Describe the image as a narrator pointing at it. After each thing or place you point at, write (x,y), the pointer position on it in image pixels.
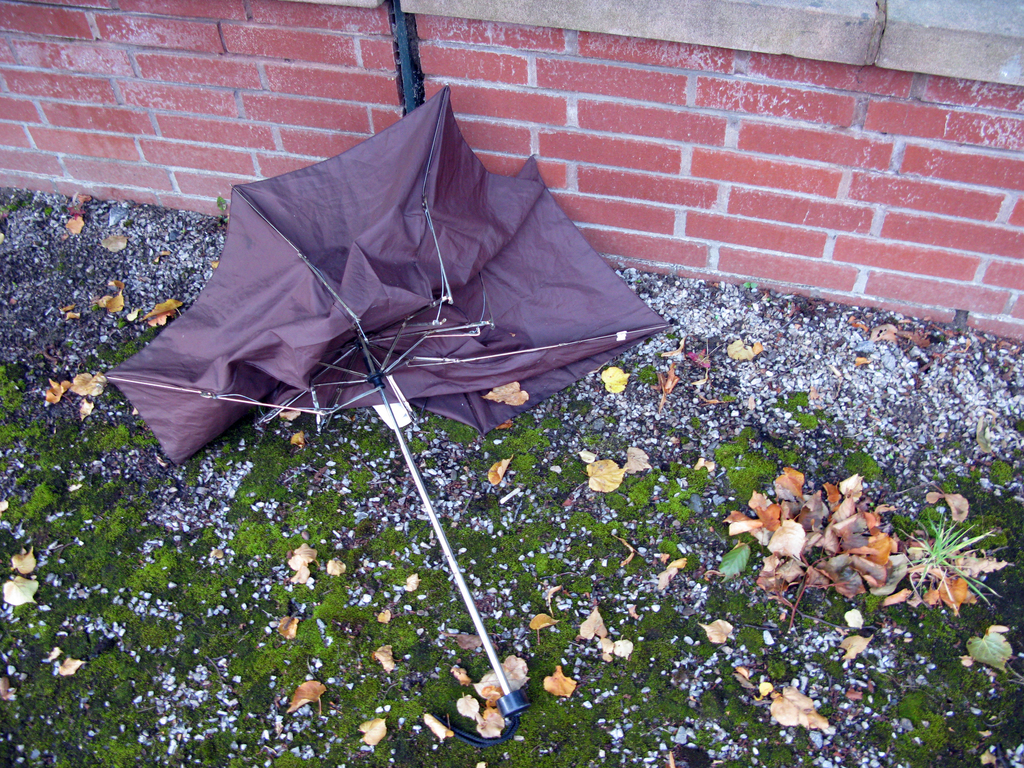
In this image I see the ground (981,684) on which there is green grass (615,576) and I see dry leaves (975,641) and I see an umbrella (374,269) over here and I see the wall (621,159).
